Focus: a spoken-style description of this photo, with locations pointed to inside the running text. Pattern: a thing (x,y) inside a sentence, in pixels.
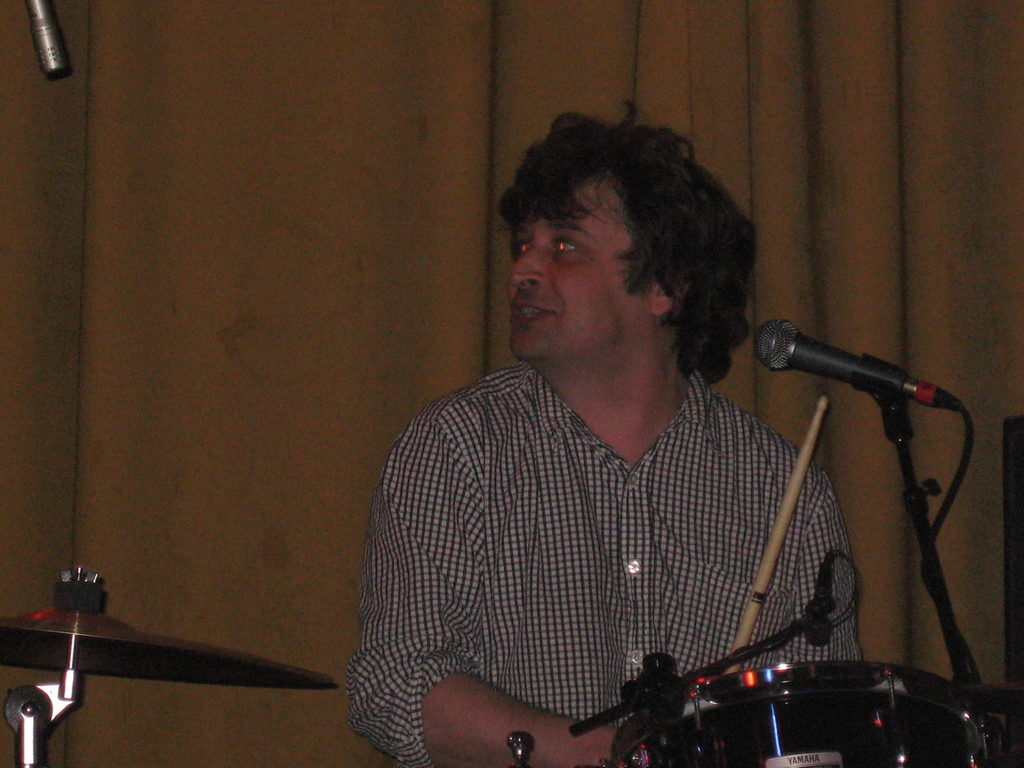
In this image I can see a man (556,477) and I can see he is wearing shirt (608,470). I can also see a drum set (774,727) and a mic (839,564) in the front of him. I can see he is holding a stick (822,415). On the top left corner (36,28) I can see a silver colour thing (46,11).
